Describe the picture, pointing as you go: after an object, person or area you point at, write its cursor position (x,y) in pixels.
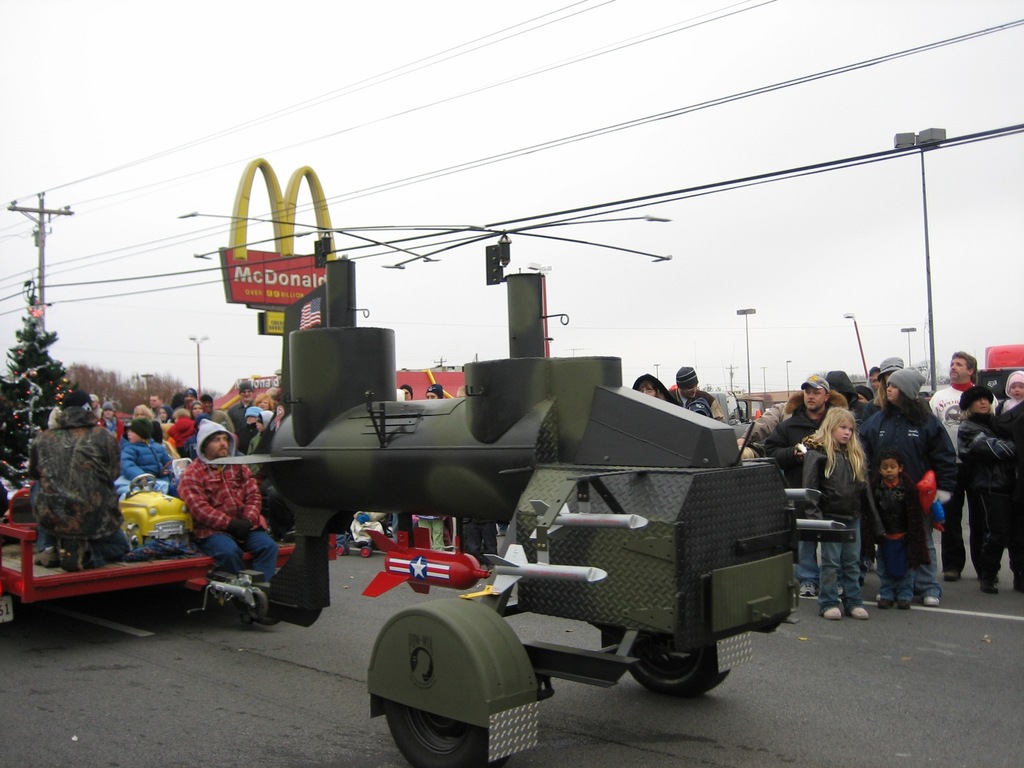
In this picture we can see a vehicle (628,670) and a group of people (277,408) standing on the road (959,557), trees (51,378), poles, wires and in the background (744,333) we can see the sky (333,63).
